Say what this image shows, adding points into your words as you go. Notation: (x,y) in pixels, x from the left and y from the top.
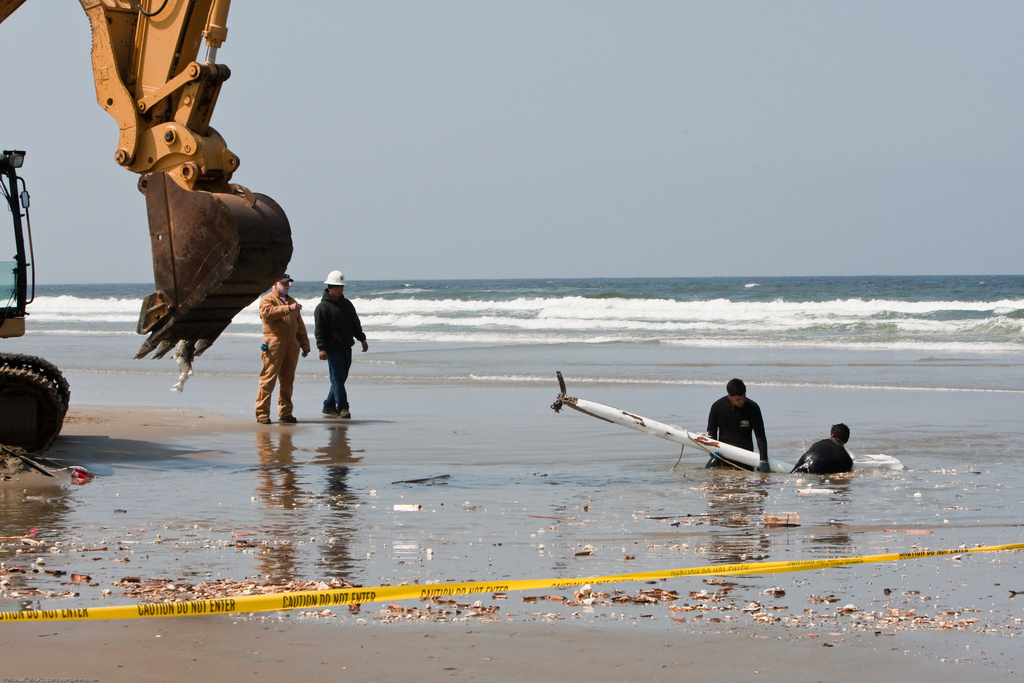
In this picture I can see a bulldozer (155,232) on the left side (198,276). In the middle (347,317) there are two persons (346,325), on the right side (725,412) two boys (728,434) are wearing the black color dresses (839,449), in the background (531,336) there is water (648,321). At the top (590,109) there is the sky (590,111), at the bottom (995,549) it looks like a yellow color rope (425,586).
